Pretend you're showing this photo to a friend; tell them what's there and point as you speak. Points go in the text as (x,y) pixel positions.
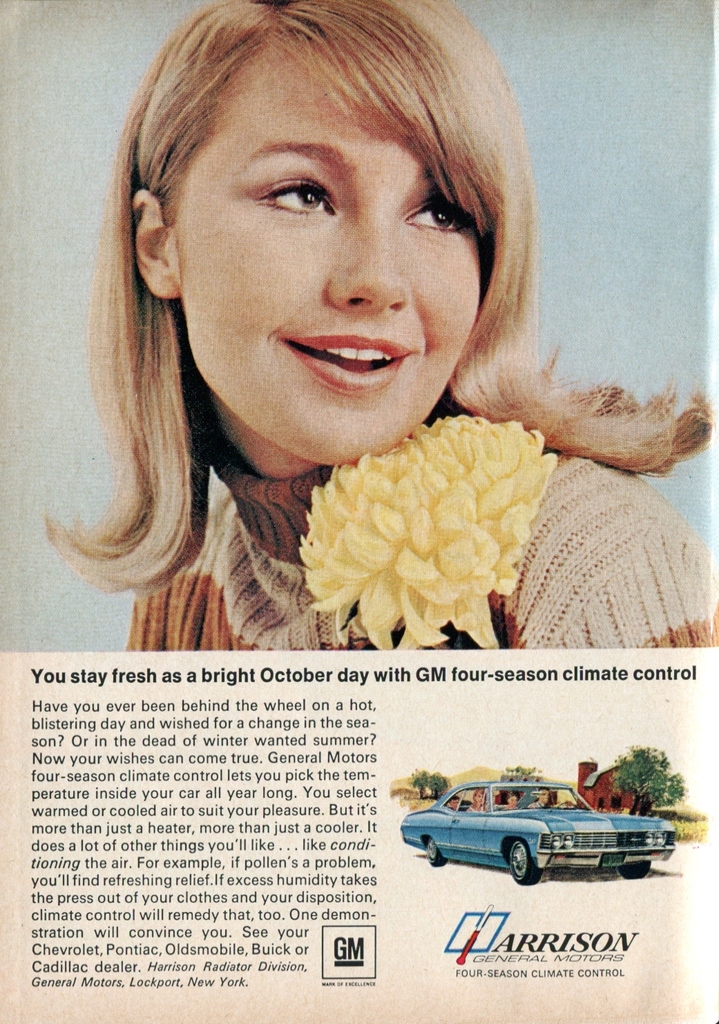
In this picture there is a newspaper photographs (615,410) with girl (615,627) smiling and looking at the right side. On the front (245,727) bottom side there is a small quote (277,843) written on it. On the right side (483,793) there is a blue color classic car (578,802).
